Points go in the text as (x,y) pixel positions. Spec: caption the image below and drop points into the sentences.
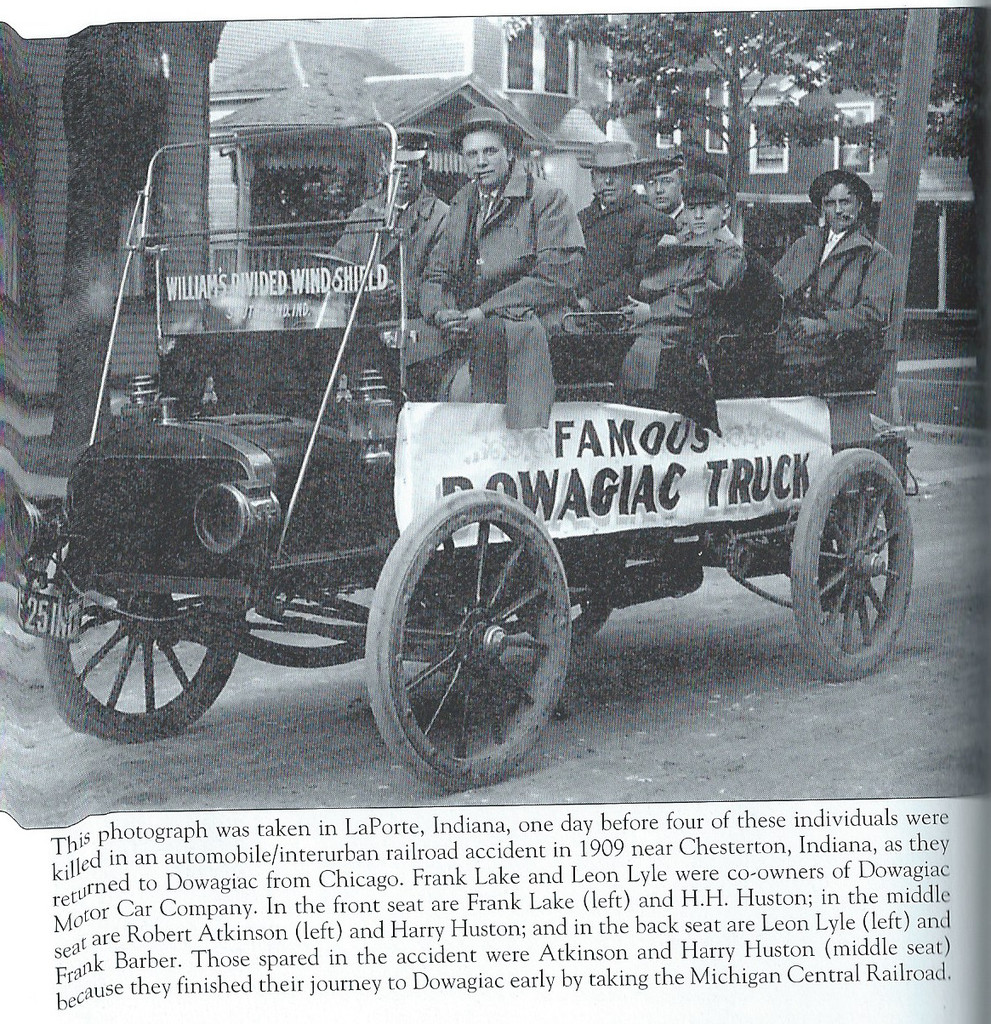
Here we can see a paper (860,707), in this paper (885,688) we can see a picture (631,668) of vehicle (648,581), there are some people (672,274) sitting in the vehicle (728,285), in the background (545,146) we can see a building (538,61), there is some text (586,902) at the bottom (455,917), on the right side (947,60) there is a tree (947,60).
